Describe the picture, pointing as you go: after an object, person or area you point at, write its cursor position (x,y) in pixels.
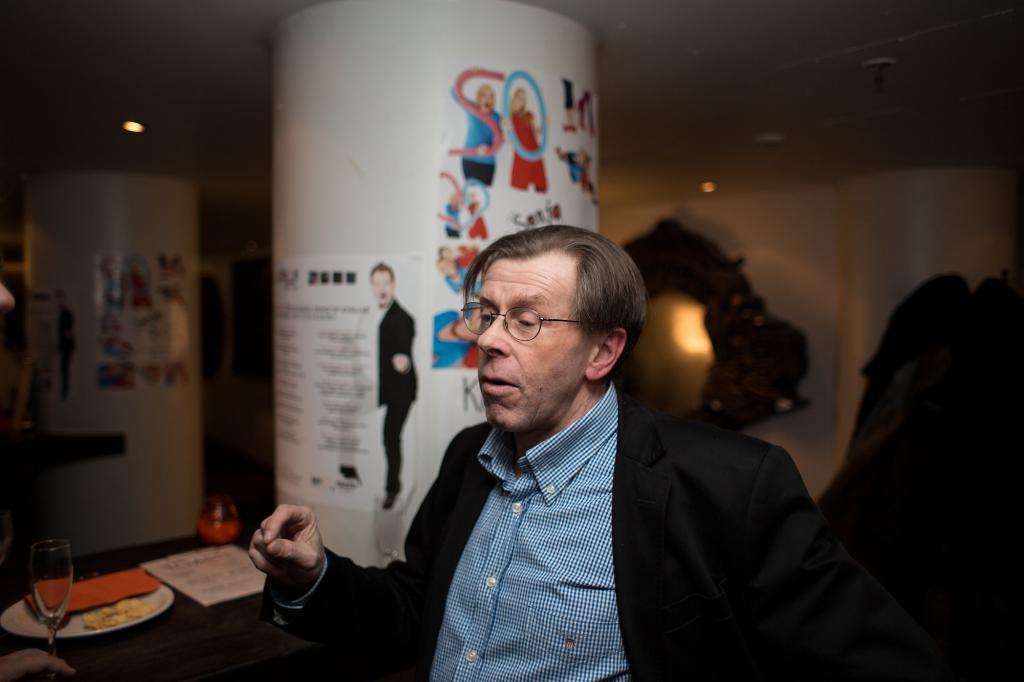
In this image I can see a man (502,510) is sitting on a chair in front of a table (175,593). On the table (178,544) I can see there are few objects (190,574).
